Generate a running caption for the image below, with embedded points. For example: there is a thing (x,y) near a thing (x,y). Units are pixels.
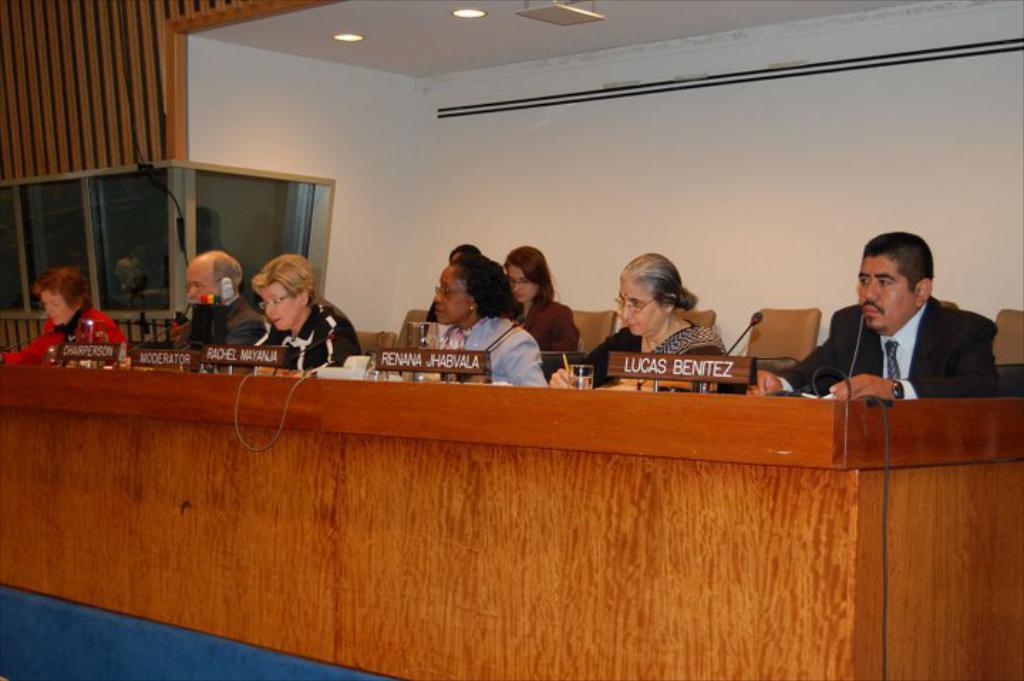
There are many people (287,292) sitting on chairs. There is a table (210,434). On the table (188,393) there are name boards (713,379), glass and mics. In the back (615,138) there is a wall (561,188). Also there are glass windows (131,207). On the ceiling (336,29) there are lights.
